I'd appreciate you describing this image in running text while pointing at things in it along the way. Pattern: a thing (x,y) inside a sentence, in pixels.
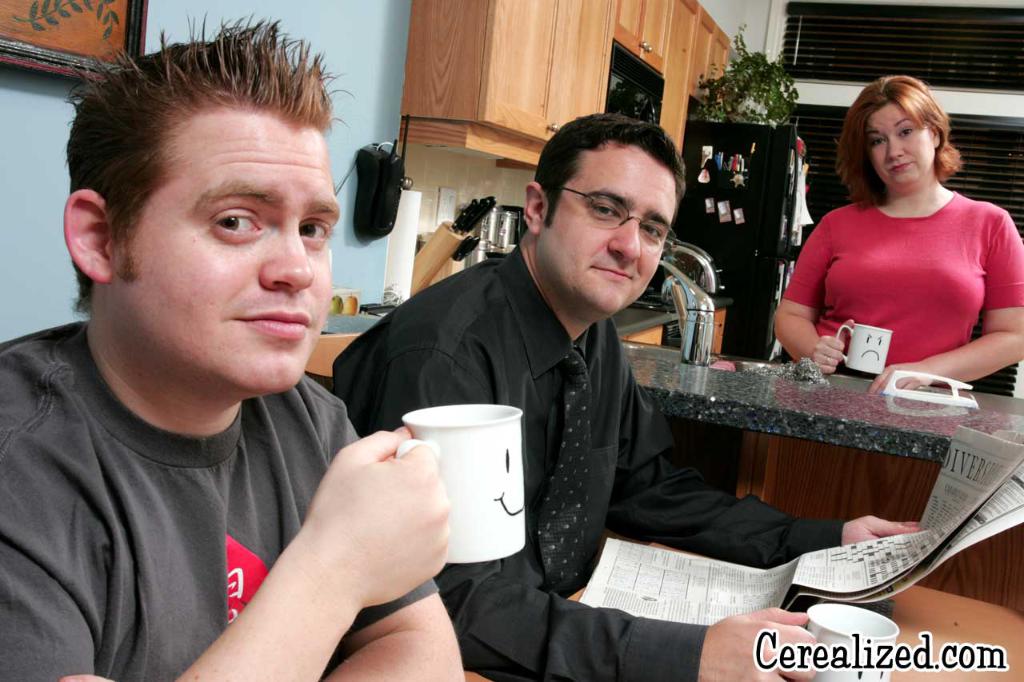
In the picture we can see three people (173,244), two men (586,268) are sitting on the chairs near the table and one woman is standing near the desk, in the background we can find a wooden cupboard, and some things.
